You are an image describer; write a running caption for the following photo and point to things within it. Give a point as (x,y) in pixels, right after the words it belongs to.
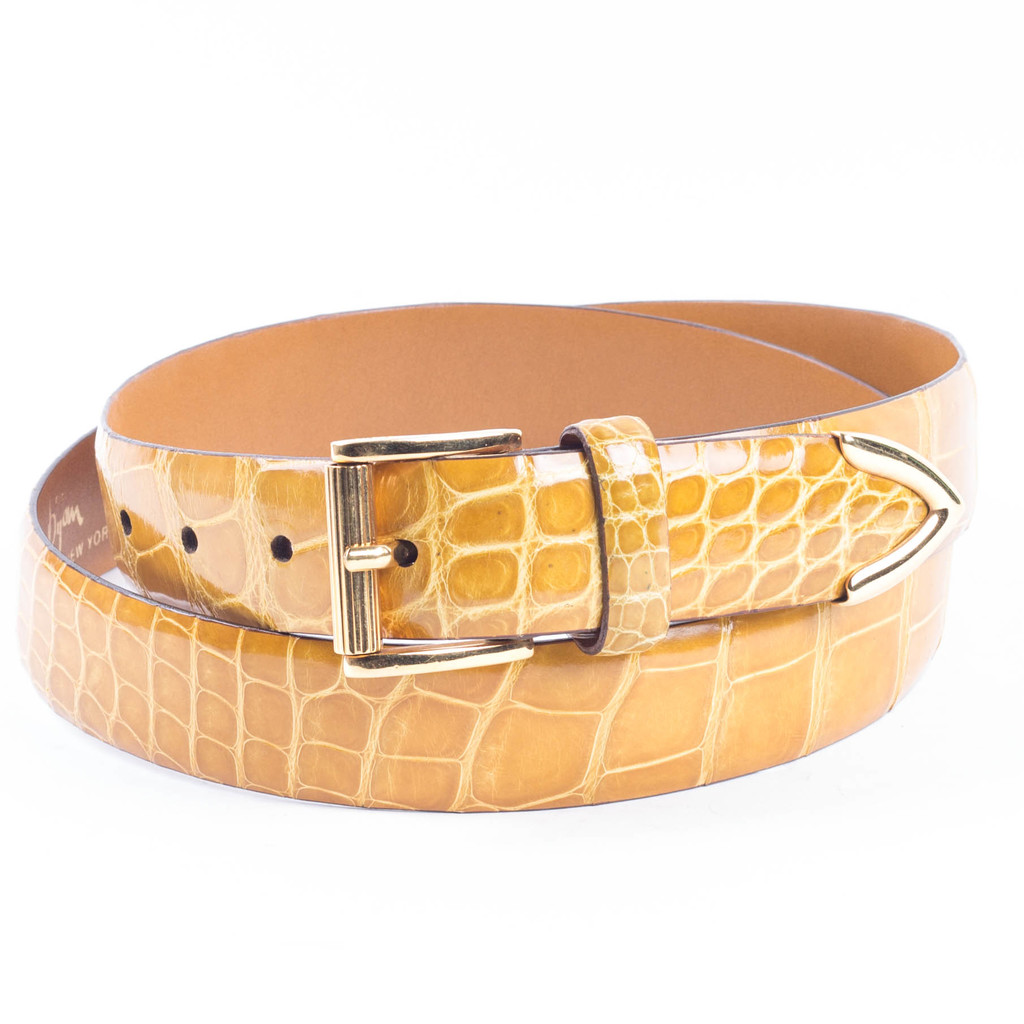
In this picture we can see a belt (388,709) and behind the belt (220,679) there is a white background (22,851).
